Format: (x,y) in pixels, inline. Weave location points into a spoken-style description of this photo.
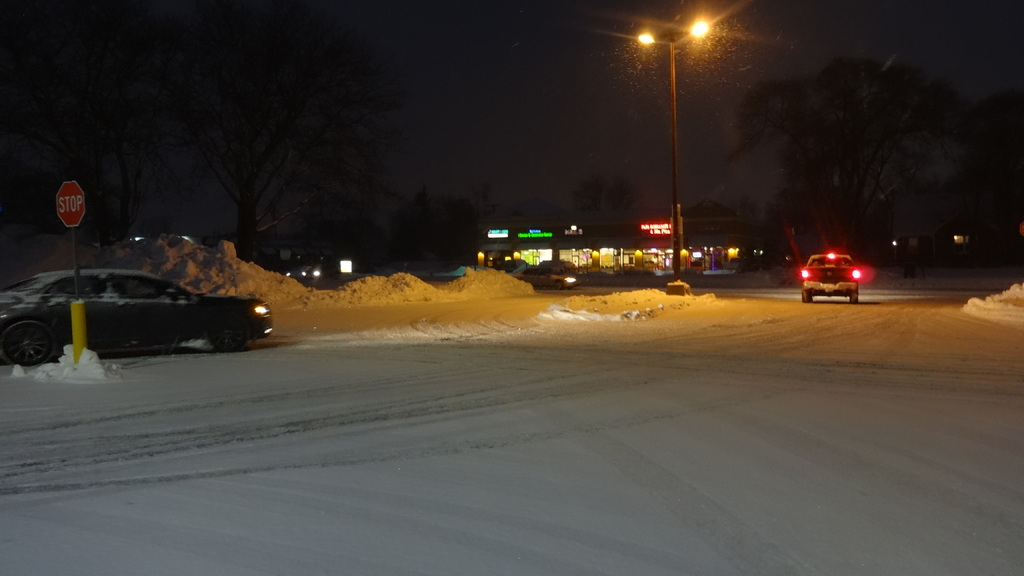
In this image we can see a few vehicles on the road (419,378), there are some trees (109,146), buildings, poles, lights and a sign board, on the building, we can see some text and in the background (498,160), we can see the sky (505,175).
